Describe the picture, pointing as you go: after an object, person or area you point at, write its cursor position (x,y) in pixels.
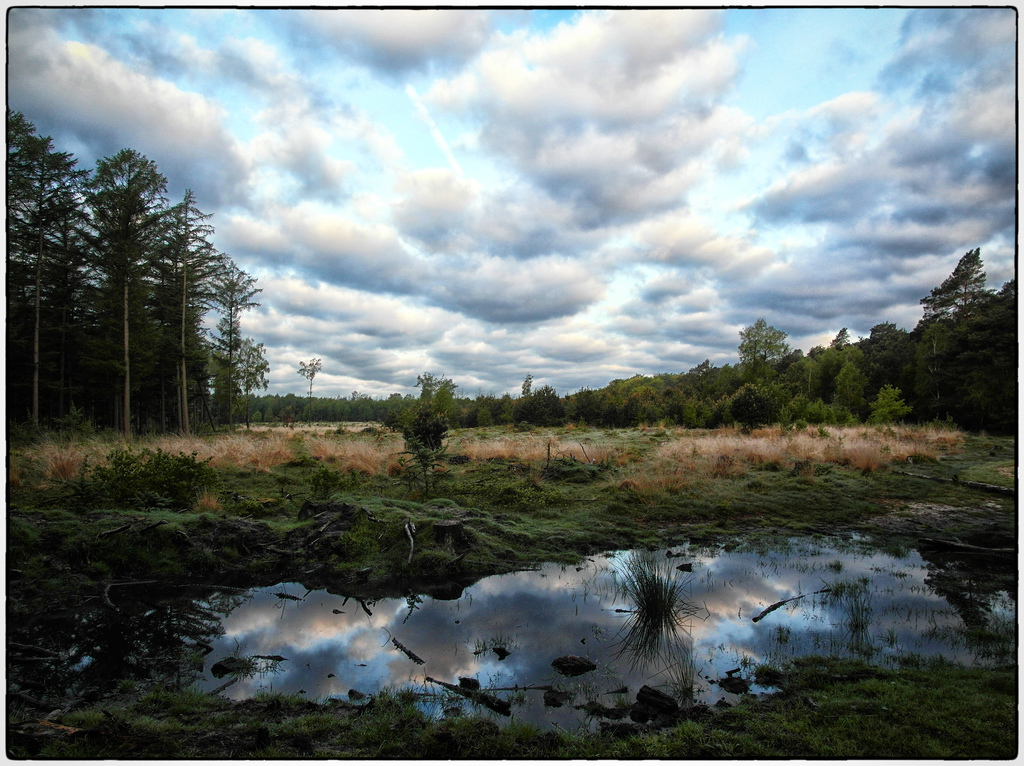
This is an outside view. At the bottom of the image (468,625) I can see the water (524,633). Around the water (635,668) I can see the grass (472,510) in green color. In the background (424,414) there are some trees (854,404). On the top of the image (364,82) I can see the sky (394,118) and it is cloudy.
